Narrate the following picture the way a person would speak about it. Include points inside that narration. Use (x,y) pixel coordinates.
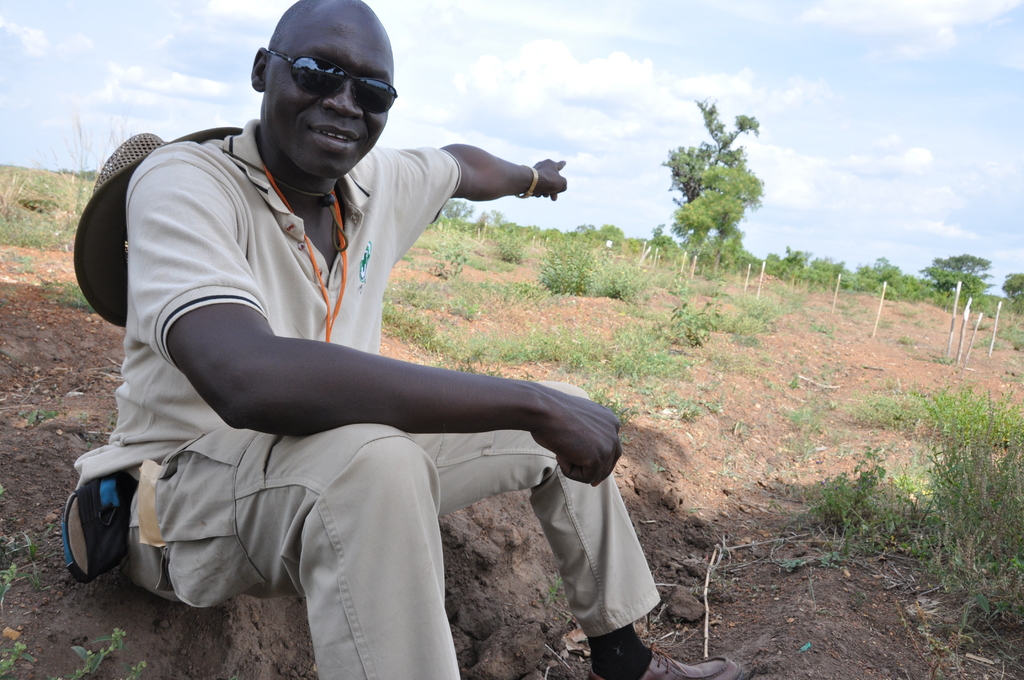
In the image there is a man (293,167) with goggles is sitting on the ground (153,601). On the ground (590,325) there is grass (673,266) and also there are trees (700,199) in the background (693,171). At the top of the image (656,148) there is a sky (602,139).
